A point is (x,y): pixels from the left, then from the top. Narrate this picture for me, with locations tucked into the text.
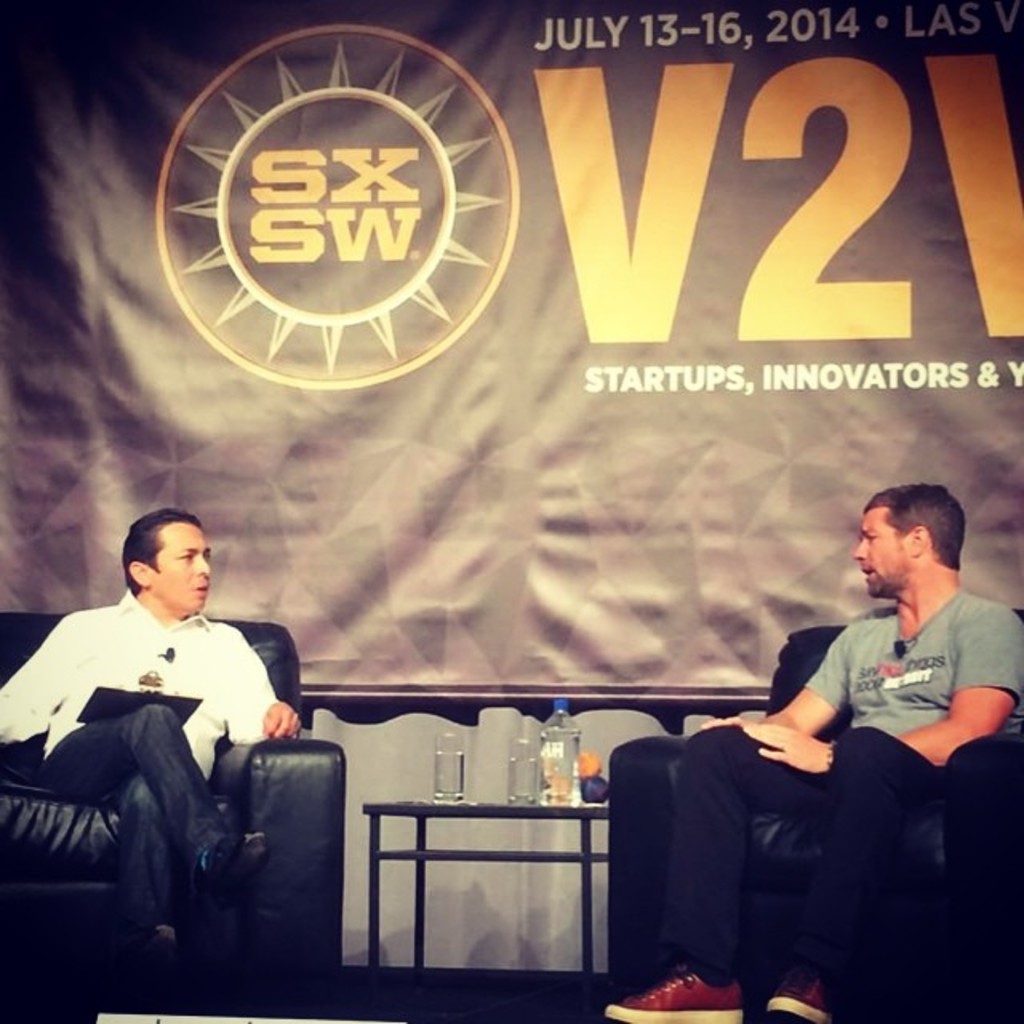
In this picture there are two persons (891,715) sitting on the sofas (10,818). There are glasses (534,757) and there is a bottle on the table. At the back (58,185) there is a banner (588,220) and there is text (791,288) on the banner (444,345).
